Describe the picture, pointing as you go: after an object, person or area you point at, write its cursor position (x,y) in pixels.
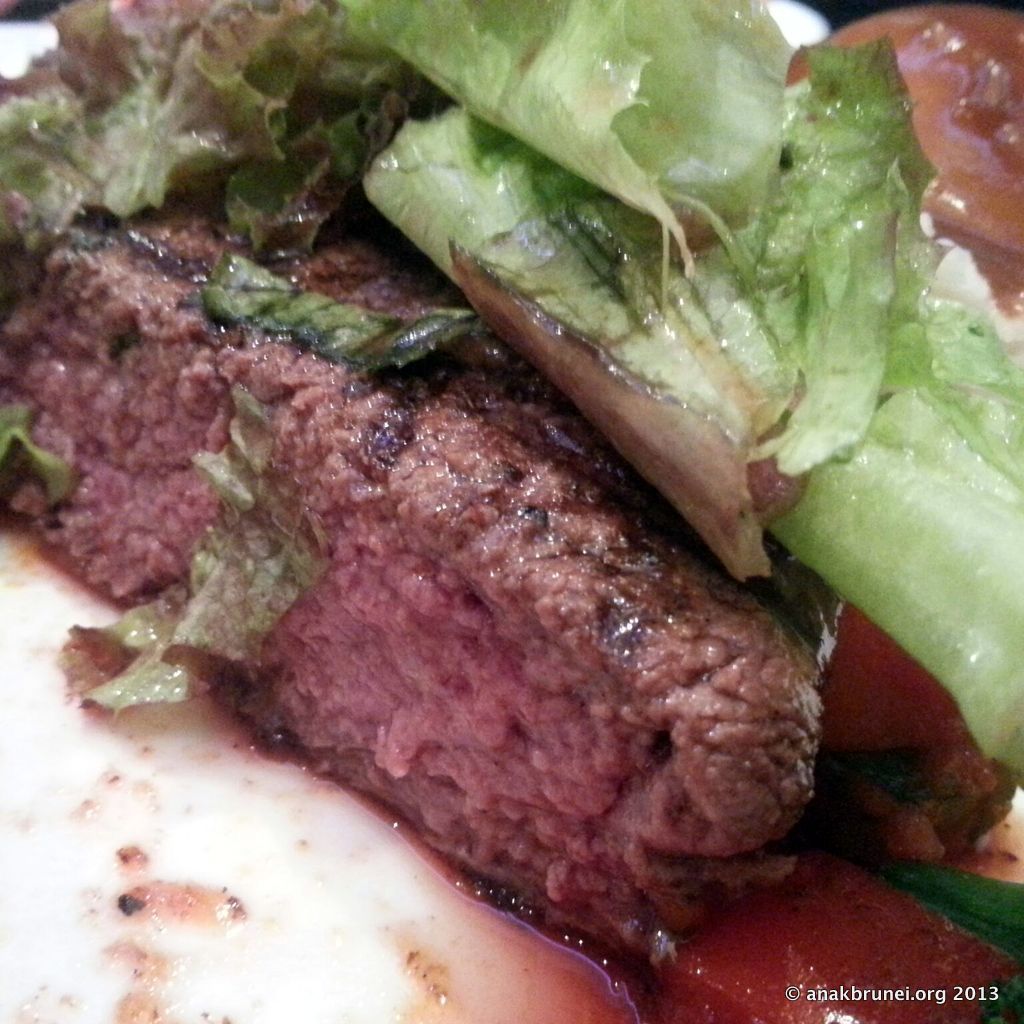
In this picture we can observe some food (347,320) placed in the plate (199,860). There are some leafy vegetables (708,378) in this plate (174,851). The plate (64,860) is in white color.
